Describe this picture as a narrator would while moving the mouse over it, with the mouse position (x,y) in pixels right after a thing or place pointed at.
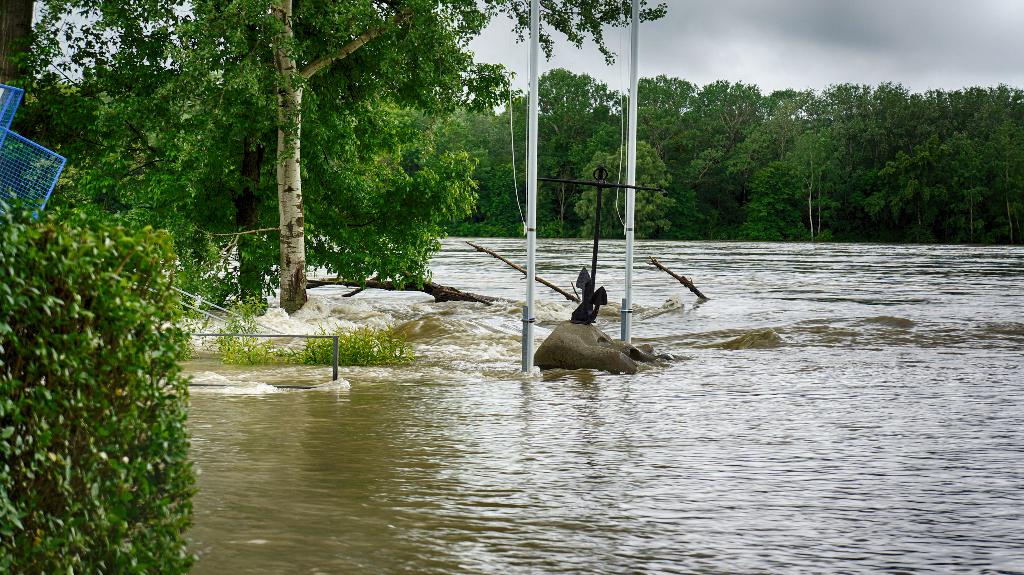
In this image, we can see trees (264,172), poles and there is a mesh (36,171) and a fence (205,312). At the top (817,66), there is sky (752,61) and at the bottom (573,427), there are logs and we can see a rock (580,349) on the water (542,472).
